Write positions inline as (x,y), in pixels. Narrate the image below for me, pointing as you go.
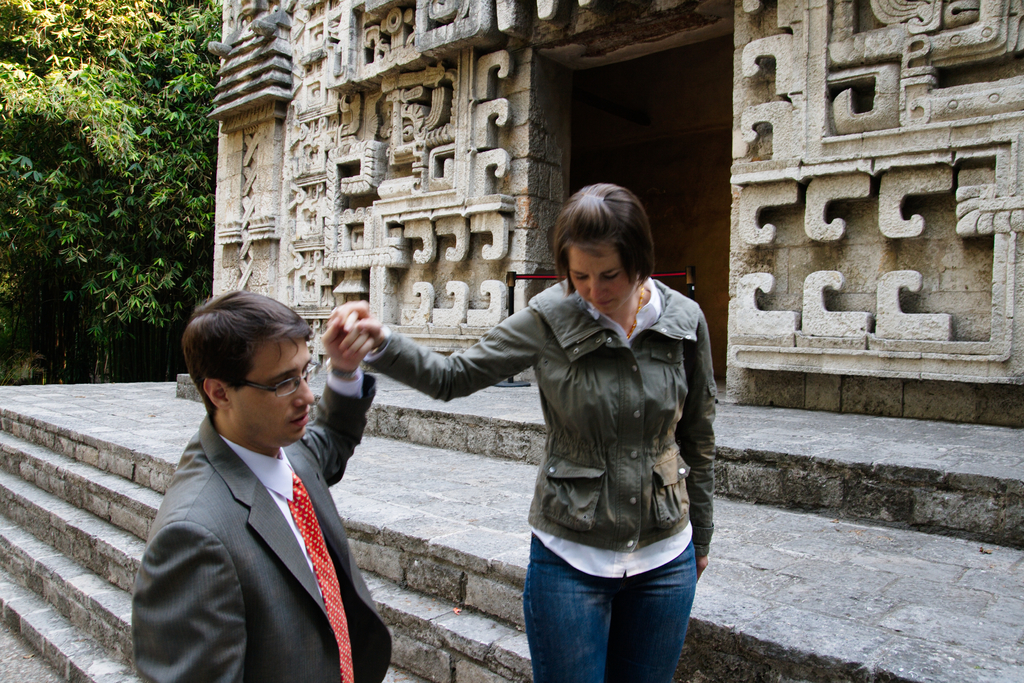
In the image there is a man (320,519), he is holding the hand (355,329) of a woman (534,332) she is walking on the stairs (353,538) beside the man (244,564) and behind the woman (413,368) there is a temple (793,310), the temple (457,141) has different carving (448,177) on its wall (878,249) and behind the temple (422,165) there is a huge tree (128,129).
